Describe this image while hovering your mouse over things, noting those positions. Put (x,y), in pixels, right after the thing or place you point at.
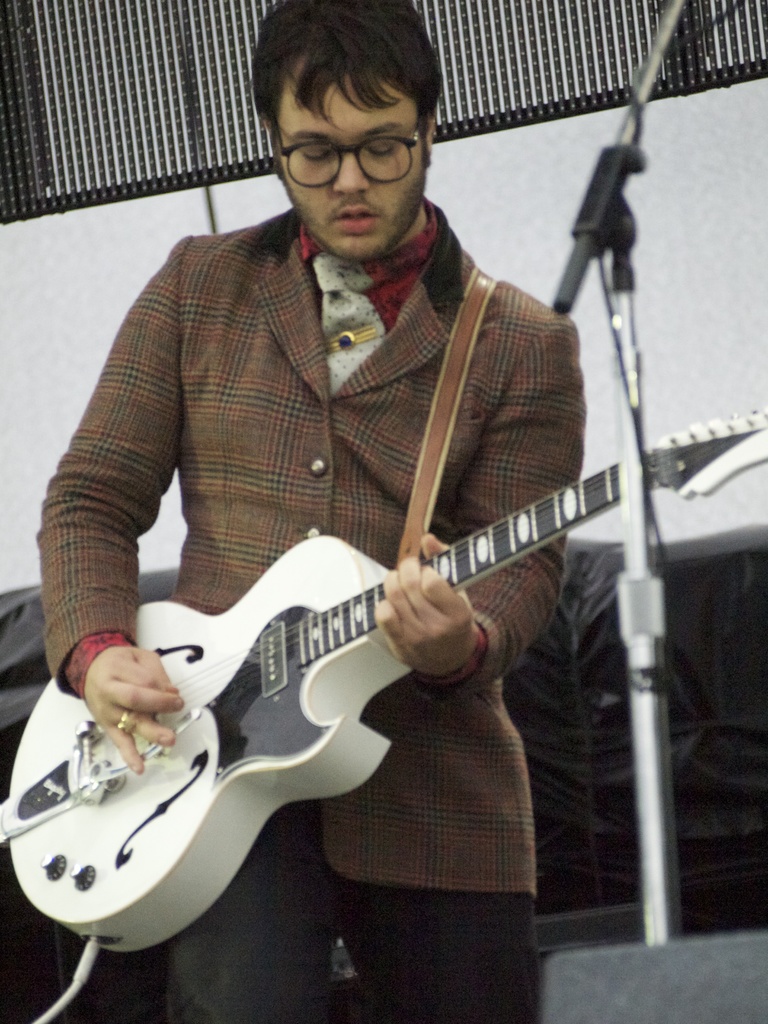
a person (310,921) is standing wearing a suit (392,450), playing white guitar (152,815). he is wearing glasses (407,153). in the front (576,242) there is a microphone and its stand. at the back (689,289) there is a white wall (23,292).
